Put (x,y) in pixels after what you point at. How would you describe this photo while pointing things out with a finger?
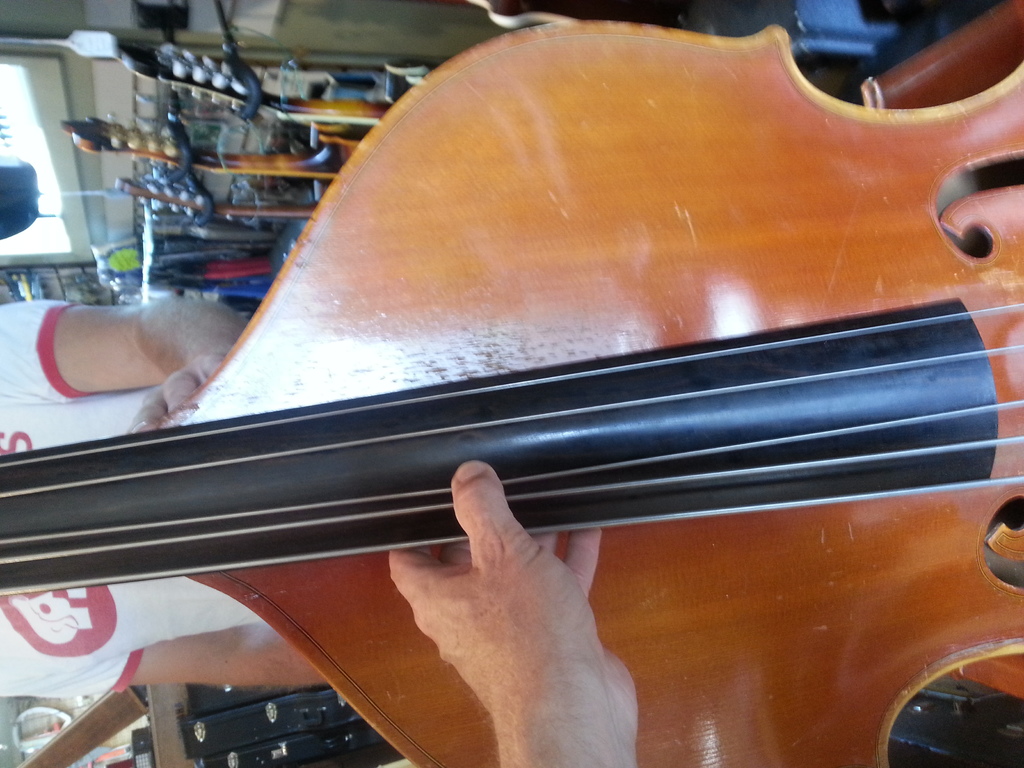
there is a brown and black double bass (644,470) held by a person (512,652). behind the double bass (80,564) there is a person (52,397) standing wearing a white and red t shirt (83,633). behind him there are other musical instruments (244,161).
